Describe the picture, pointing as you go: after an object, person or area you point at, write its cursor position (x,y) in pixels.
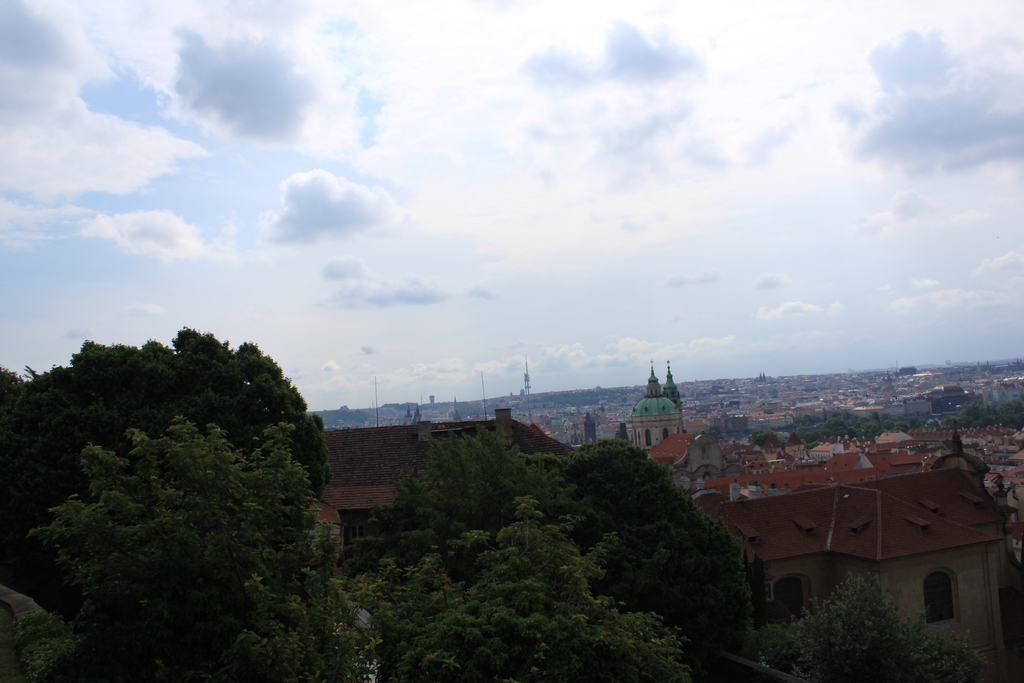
In this image we can see some trees (296,521), buildings (731,468), houses (803,460) and at the top of the image (464,135) there is cloudy sky (321,167).
